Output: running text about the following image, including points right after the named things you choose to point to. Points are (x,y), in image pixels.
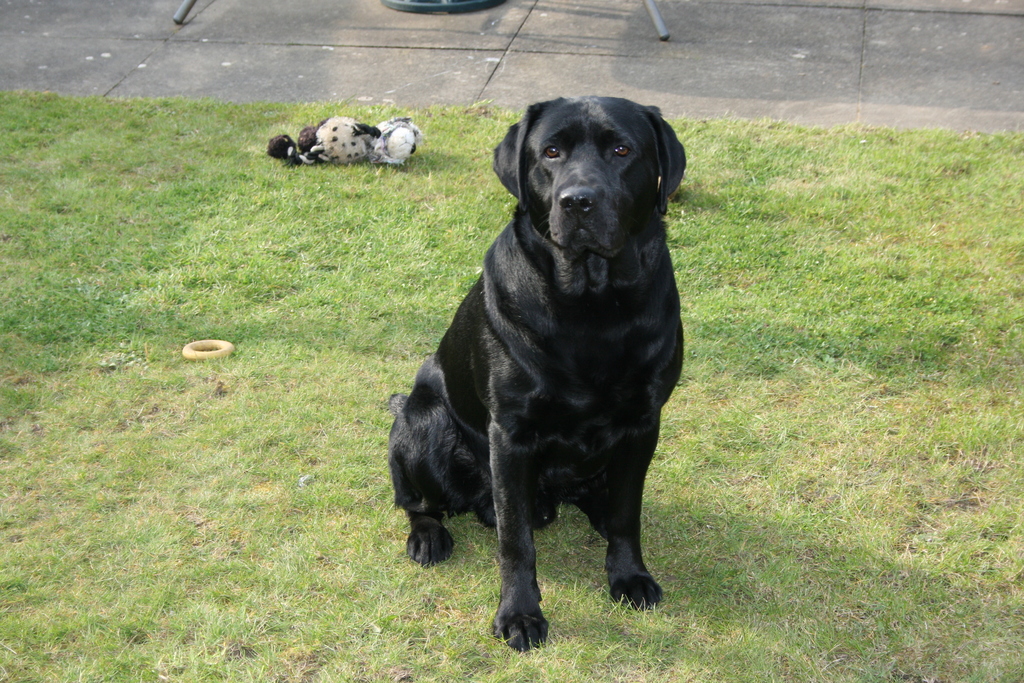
In this picture we can see the grass (406,270), black dog (634,544) and in the background (323,138) we can see some objects (291,163).
